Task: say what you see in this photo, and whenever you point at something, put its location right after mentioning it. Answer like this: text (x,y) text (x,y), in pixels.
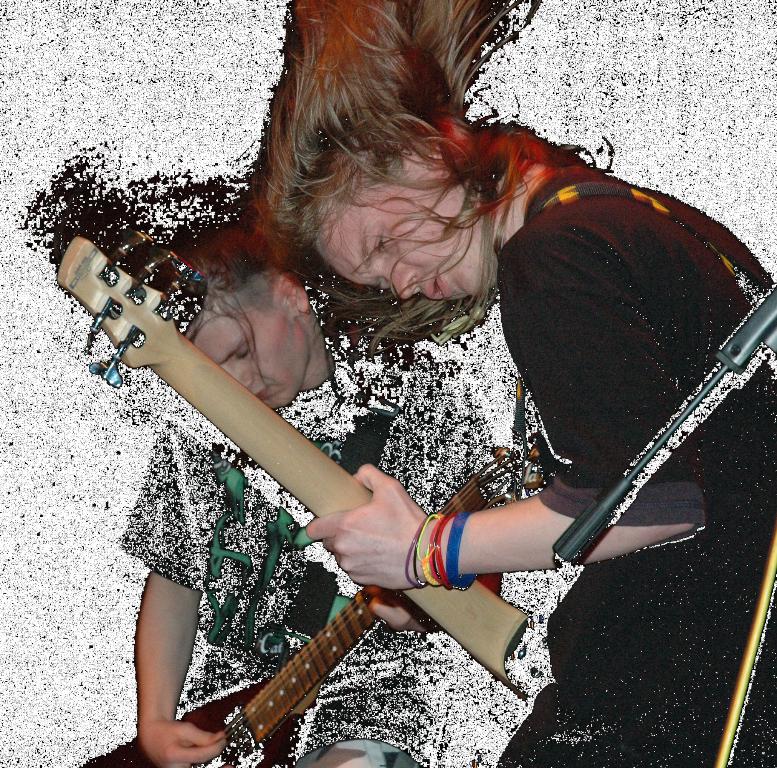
In this image, two peoples (551,376) are playing a musical instrument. On right side (742,353), we can see a stand (731,360).
